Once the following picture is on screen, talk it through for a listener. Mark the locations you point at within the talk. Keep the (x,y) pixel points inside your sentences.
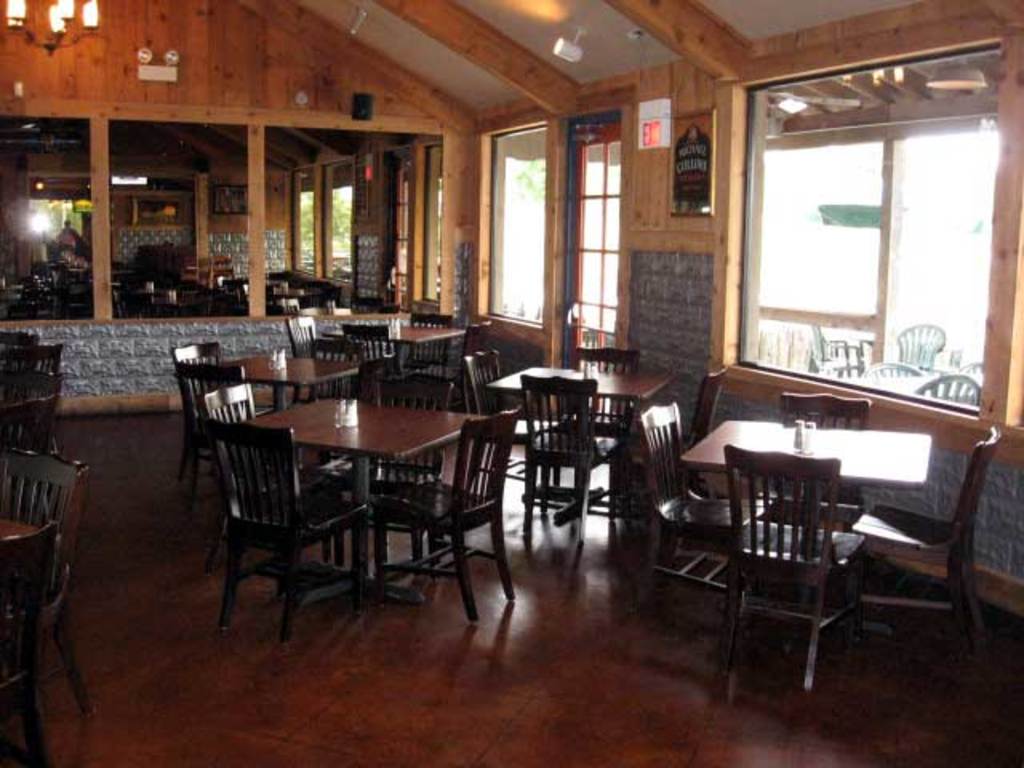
In the picture we can see an inside view of the hotel hall (953,519) with a wooden frame (1013,364) in it and on the floor (194,559) also we can see a wooden mat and on it we can see chairs (792,537) and tables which are brown in color and to the wall (14,64) we can see windows (828,184) with wooden frame (45,101) and glasses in it and on the top of the wall (22,43) we can see some lights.
